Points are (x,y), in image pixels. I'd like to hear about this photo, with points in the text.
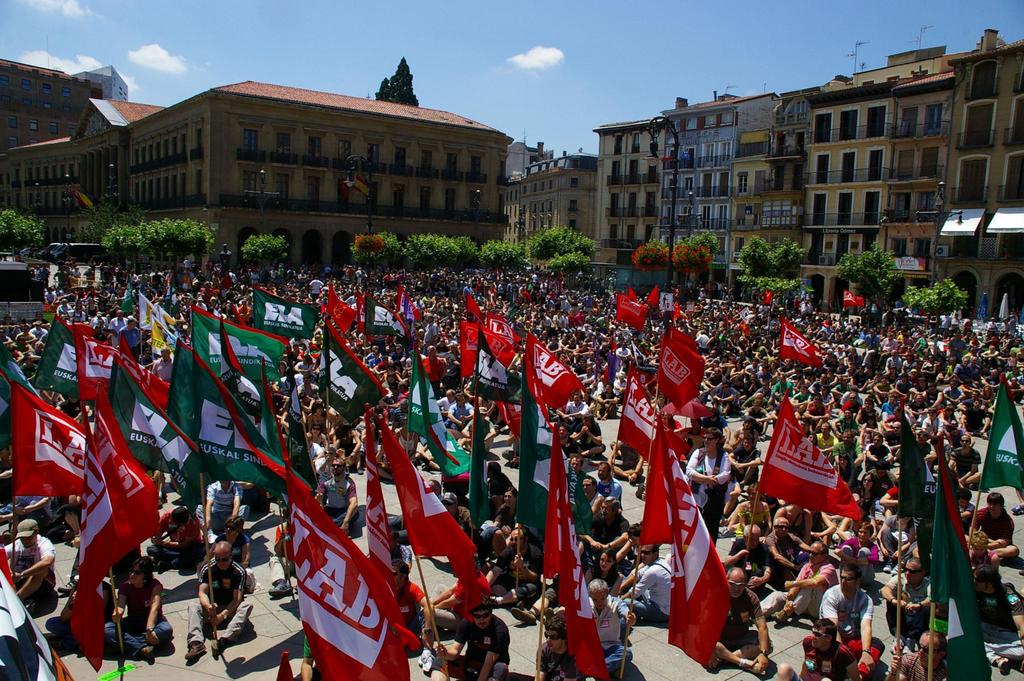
In this image we can see some group of persons (403,528) holding some flags (120,489) in their hands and sitting on the ground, doing some strike and at the background of the image (613,219) there are some buildings (738,243), trees (144,249) and clear sky (369,46).
